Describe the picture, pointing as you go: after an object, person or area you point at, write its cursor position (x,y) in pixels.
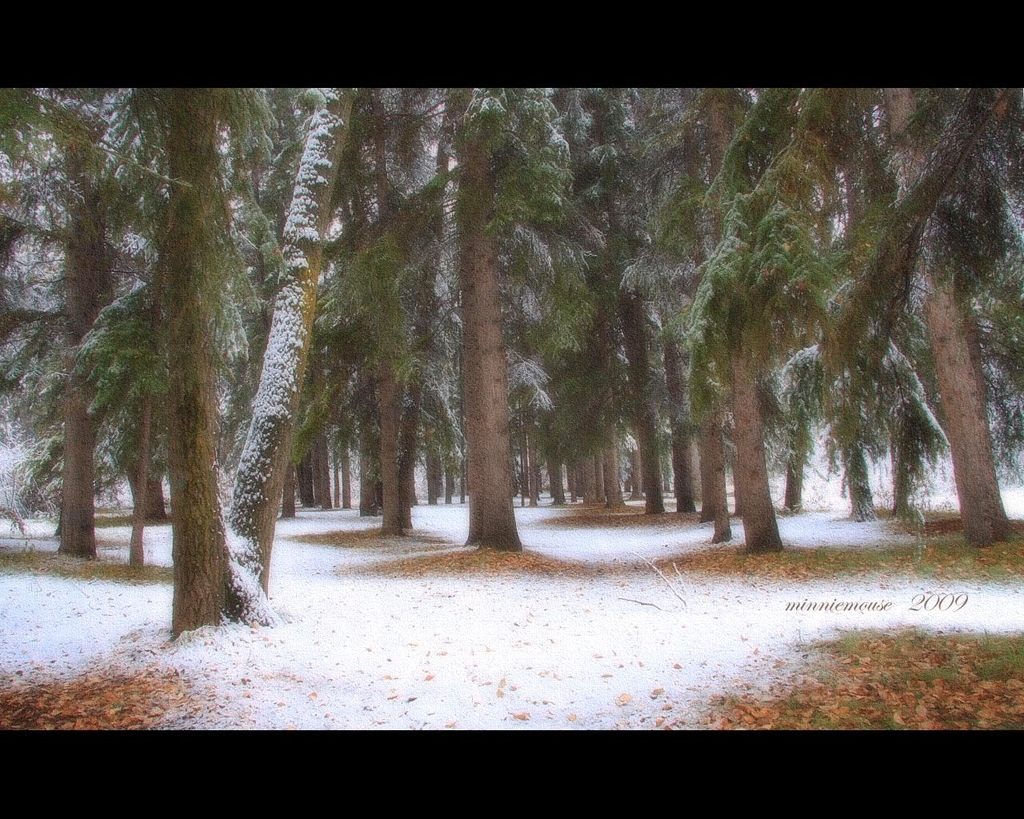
In this image we can see snow (601,581), grass (975,577), dried leaves (984,711), and trees (350,307).
